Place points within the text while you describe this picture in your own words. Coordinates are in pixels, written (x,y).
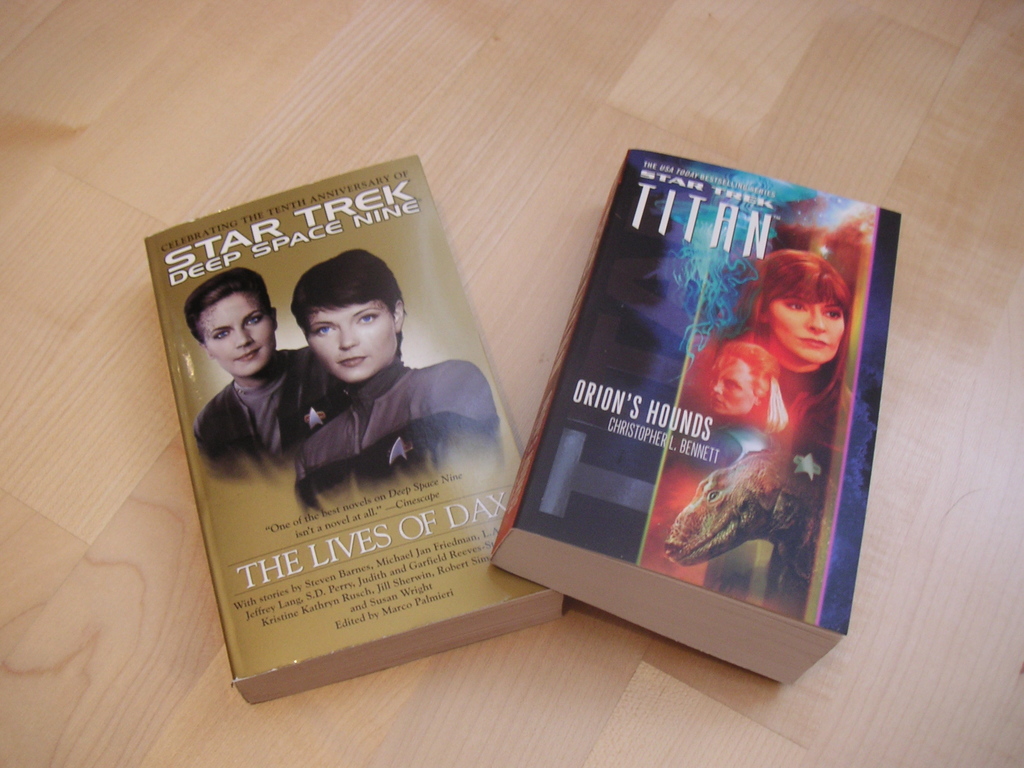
In this image in the center (579,372) there are two books (699,369), at the bottom (173,625) there is a floor (873,523). On the books (786,392) there is some text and some persons (732,368).
